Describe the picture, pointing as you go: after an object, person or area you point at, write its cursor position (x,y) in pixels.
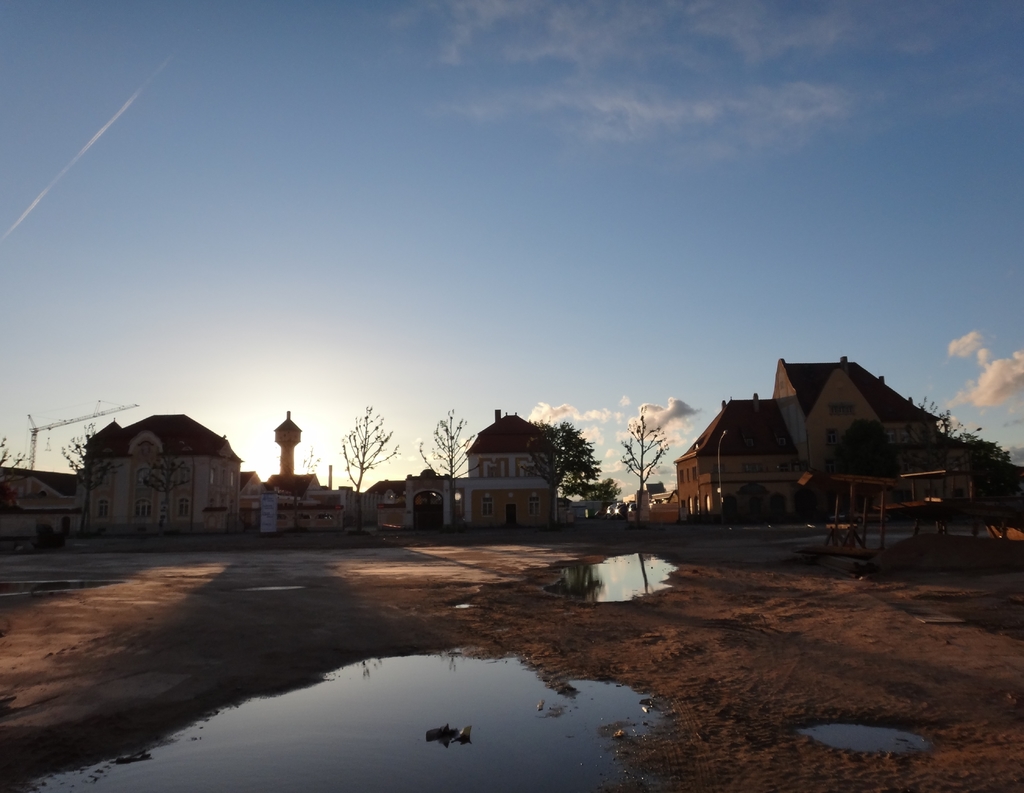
In this image, we can see houses (823,401), trees (980,478), walls (947,455), windows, crane (106,411), tower (290,436) and few objects (826,479). Here we can see water (534,702) and ground (722,620). Background (0,314) we can see the sky (591,207).
